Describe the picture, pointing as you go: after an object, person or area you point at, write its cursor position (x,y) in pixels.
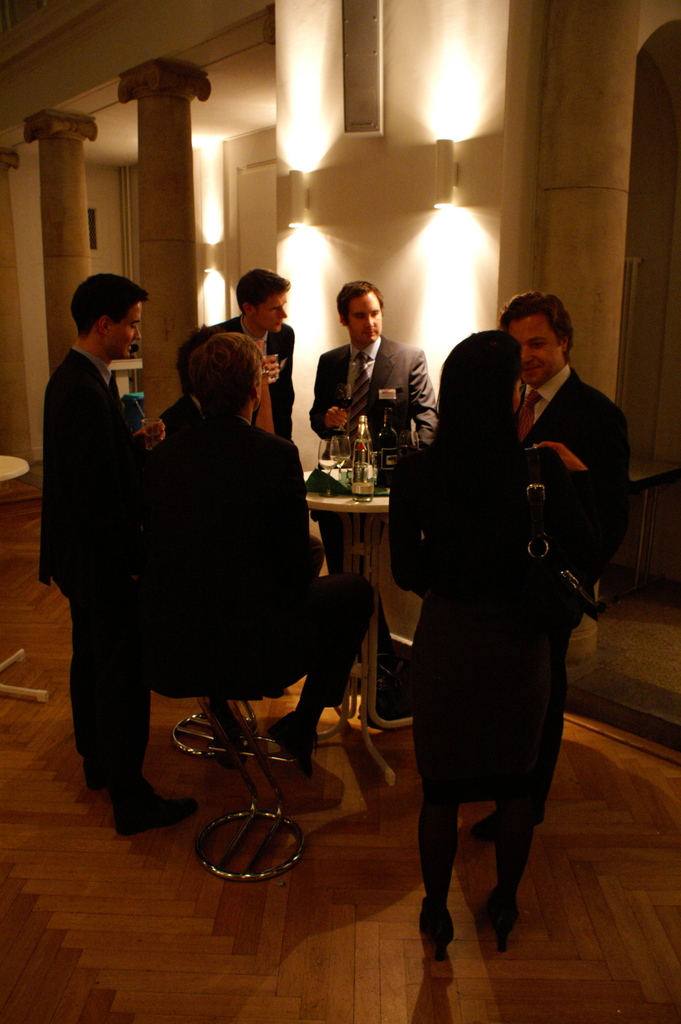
In the center of the image (340,347) we can see persons (339,619) at the table (373,542). On the table (360,541) we can see beverage bottle (388,464), glass tumblers (326,476) and tissues (338,485). In the background (567,301) we can see pillars (80,253), lights (293,192) and wall (362,198).
